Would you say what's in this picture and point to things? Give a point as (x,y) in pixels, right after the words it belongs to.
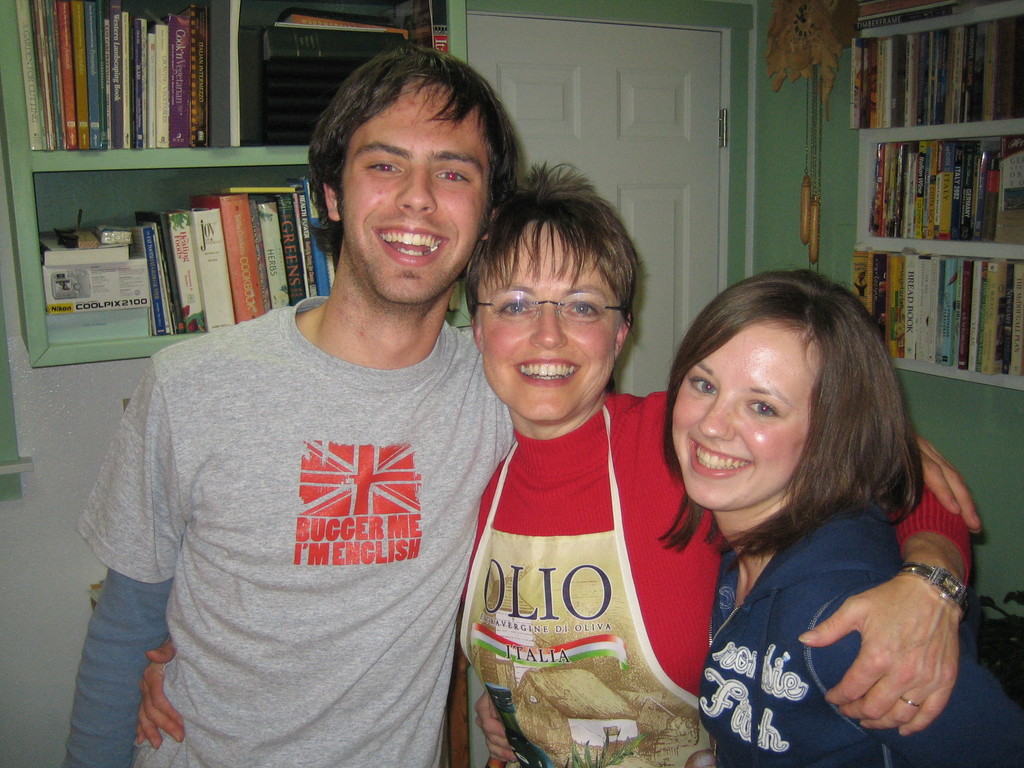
In the image we can see there are people (501,516) standing and a woman (515,588) is wearing an apron (565,735). Behind there are books (197,326) kept in shelves (963,136).
